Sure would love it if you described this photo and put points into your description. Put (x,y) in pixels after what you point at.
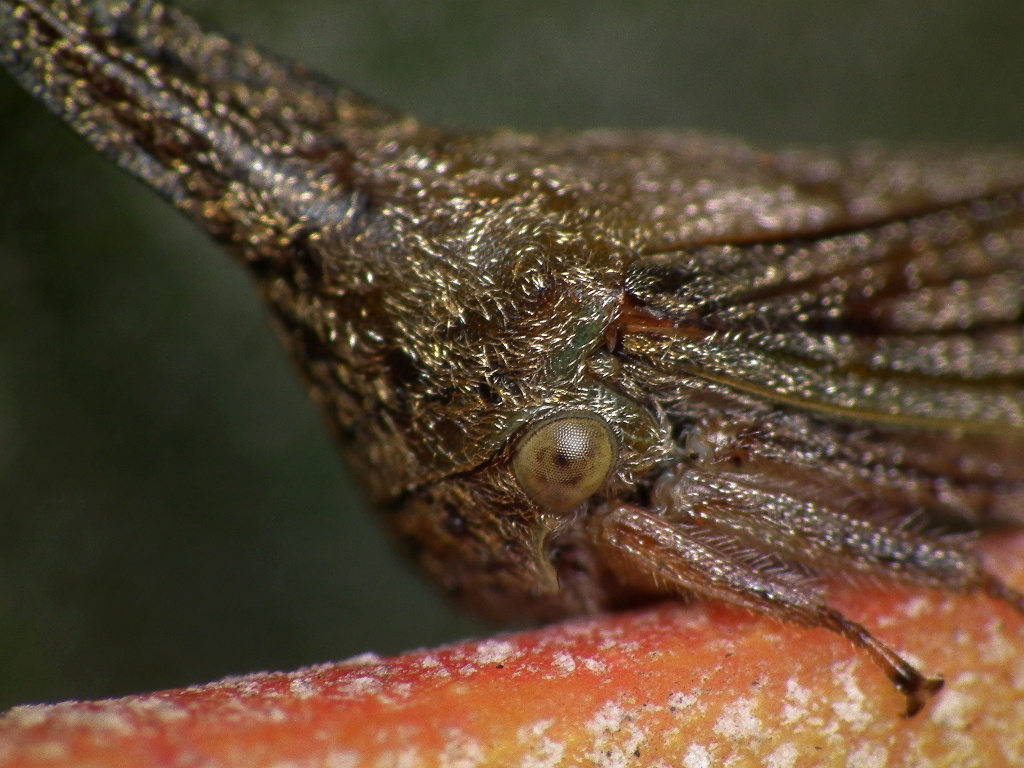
In this image there is an insect (545,559) on some object (533,665).
